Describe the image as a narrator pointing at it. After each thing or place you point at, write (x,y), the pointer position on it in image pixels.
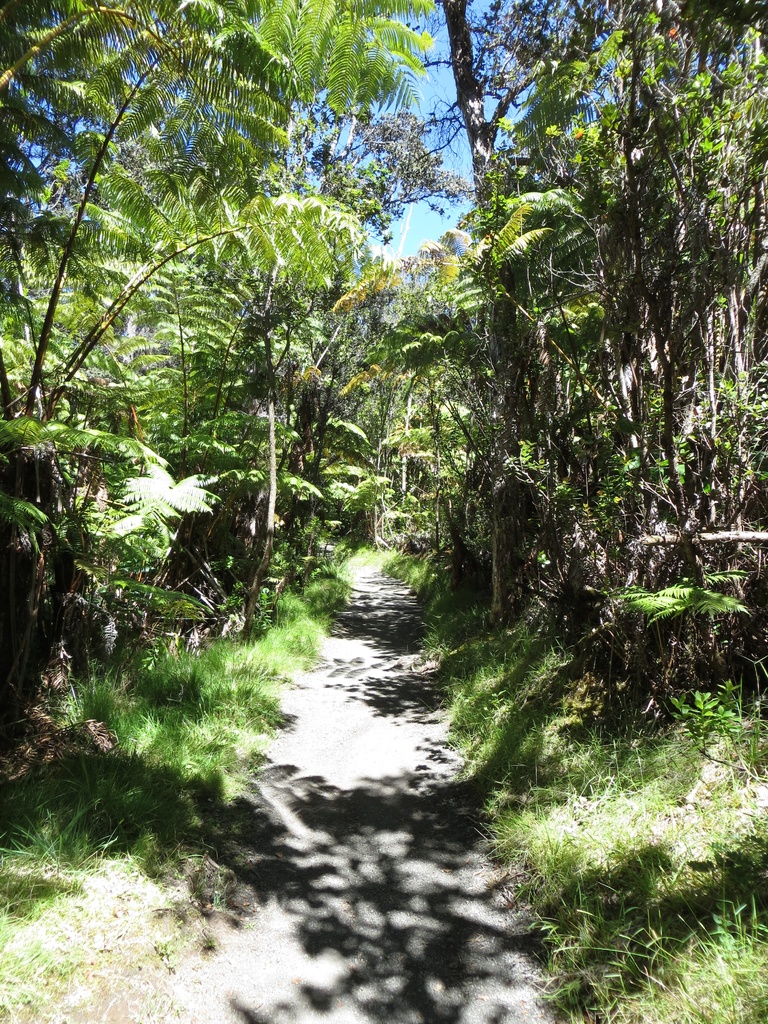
Here we can see a number of trees (351,282) and grass (528,663).
